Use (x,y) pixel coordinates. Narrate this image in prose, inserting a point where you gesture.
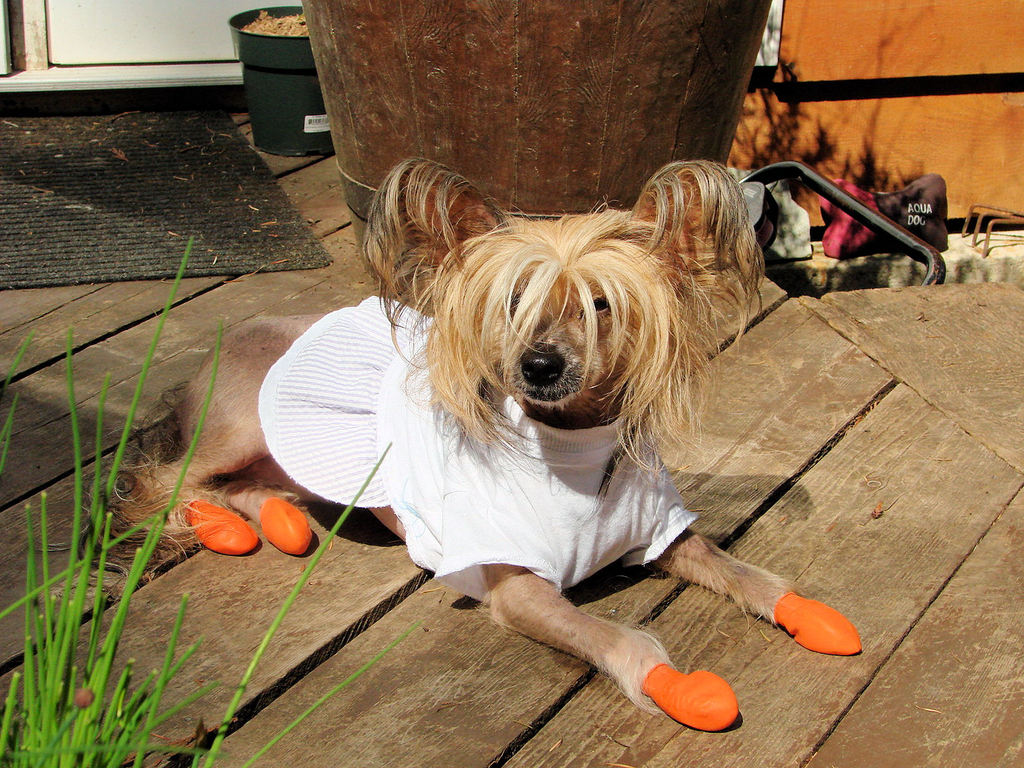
In this image, I can see a dog (626,407) sitting on the wooden floor (399,563) with clothes (603,537). At the top of the image (255,62), I can see a flower pot (298,124), floor mat (266,187), wall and few other objects (600,167). At the bottom left side of the image (104,732), there is a plant (90,730).
